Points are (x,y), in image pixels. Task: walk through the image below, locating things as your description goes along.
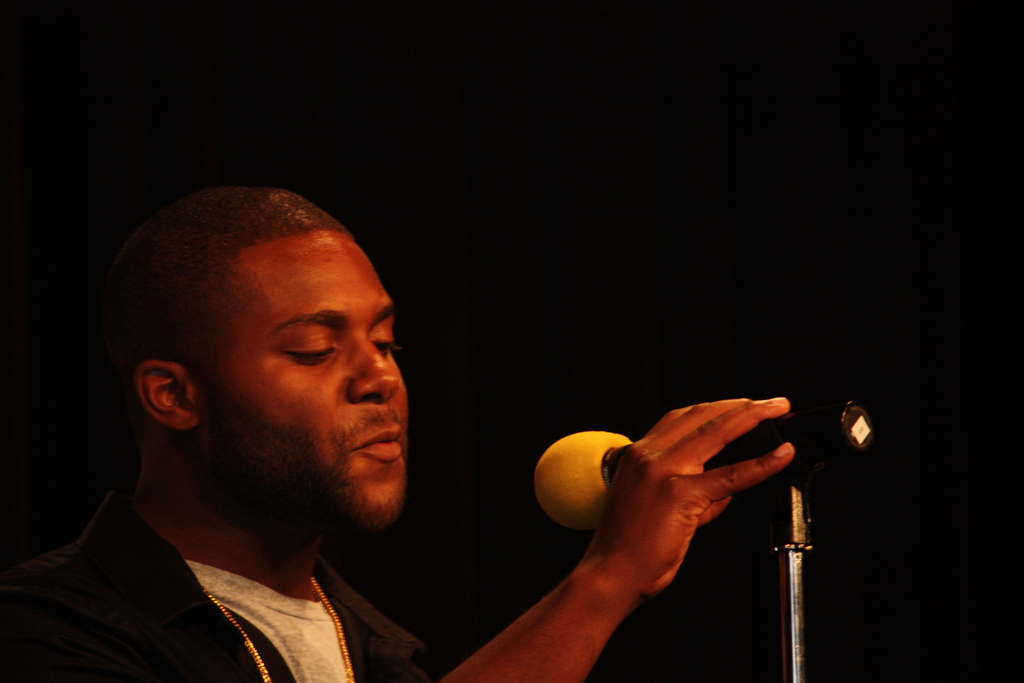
In this image i can see a person (222,383) holding a microphone (753,435) in his hand (651,521).
